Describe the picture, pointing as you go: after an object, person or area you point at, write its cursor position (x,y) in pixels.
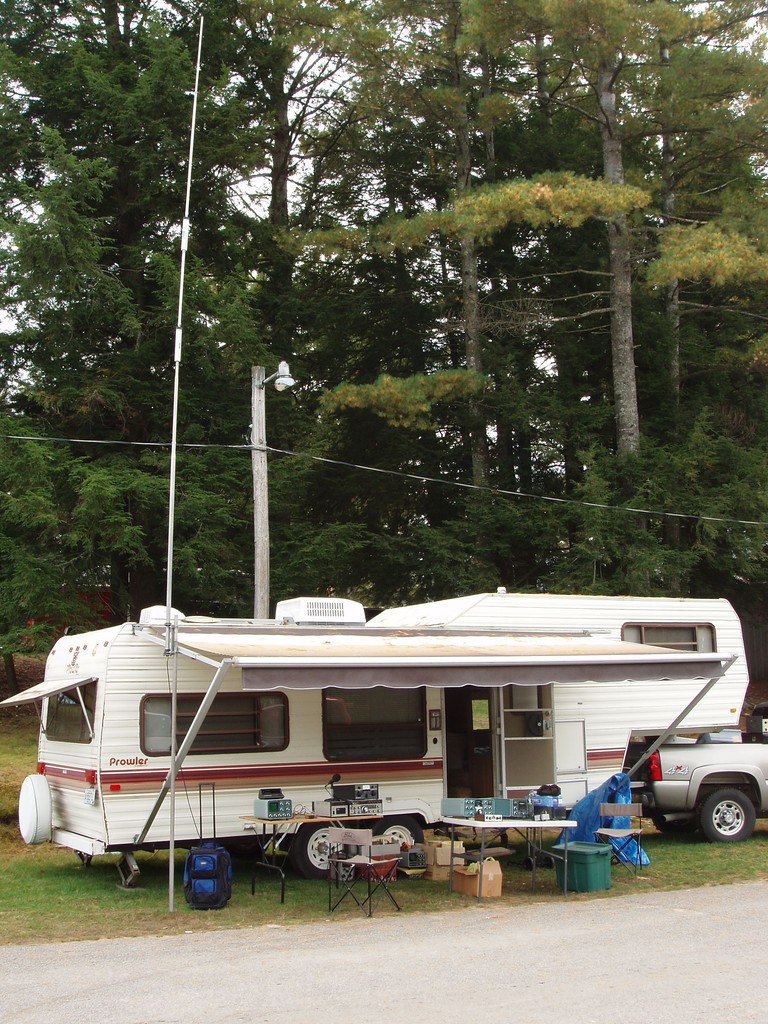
There is a caravan (408,732) with windows (369,718) and doors (503,756). In front of that there are tables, boxes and trolley (217,895). On the table (288,820) there are some items (315,816). There is a road (429,937) in the front (541,899). In the back (324,282) there are trees (561,291). Also there is a street light pole (256,400).
